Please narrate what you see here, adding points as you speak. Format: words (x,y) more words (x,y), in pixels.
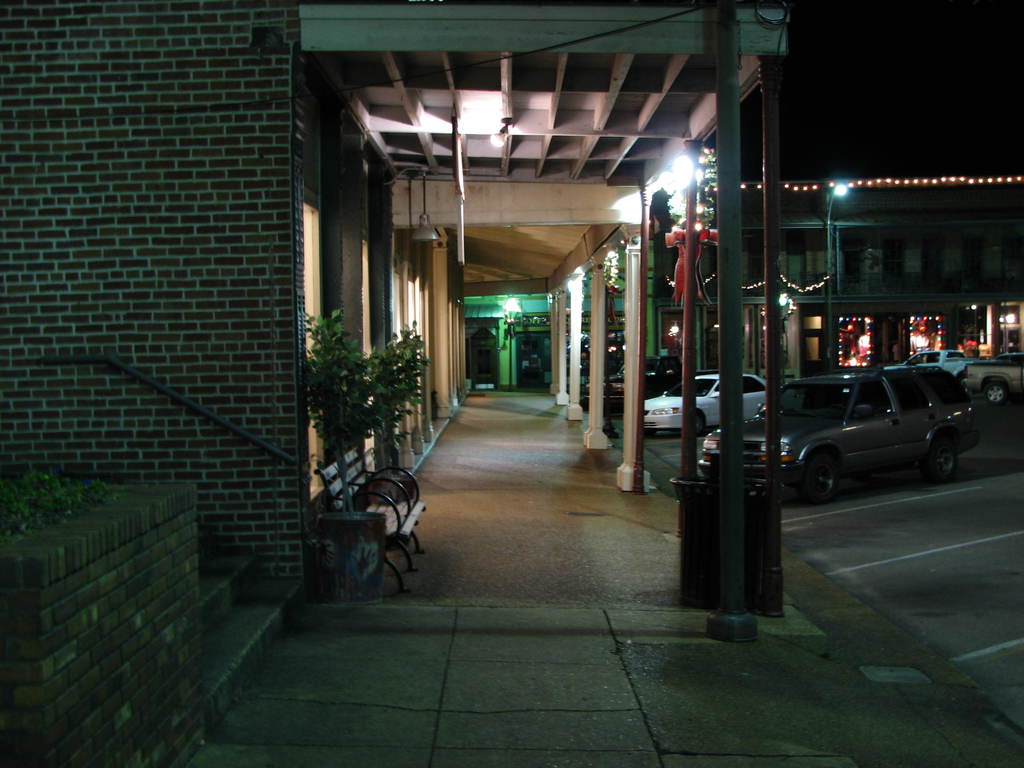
In this image there are buildings (602,247) decorated with electric lights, in front of the building (64,244) there is a bench (362,492), tree (348,491) and few vehicles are parked on the road (842,565). The background (879,122) is dark.
